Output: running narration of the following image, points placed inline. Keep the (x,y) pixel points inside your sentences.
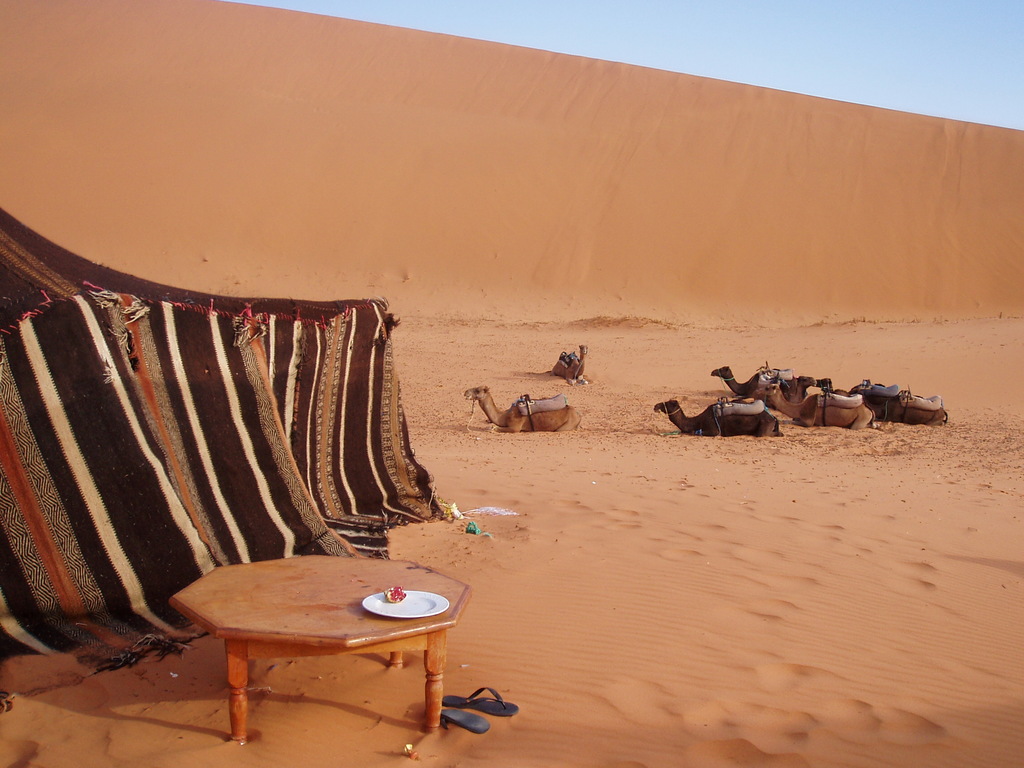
In the middle of the image (486,390) there are some animals (913,418) sitting on a sand (730,351). Bottom left side of the image (277,631) there is a table (379,589), On the table (420,584) there is a plate (401,609). At the top of the image (966,116) there is a sky (957,84).
